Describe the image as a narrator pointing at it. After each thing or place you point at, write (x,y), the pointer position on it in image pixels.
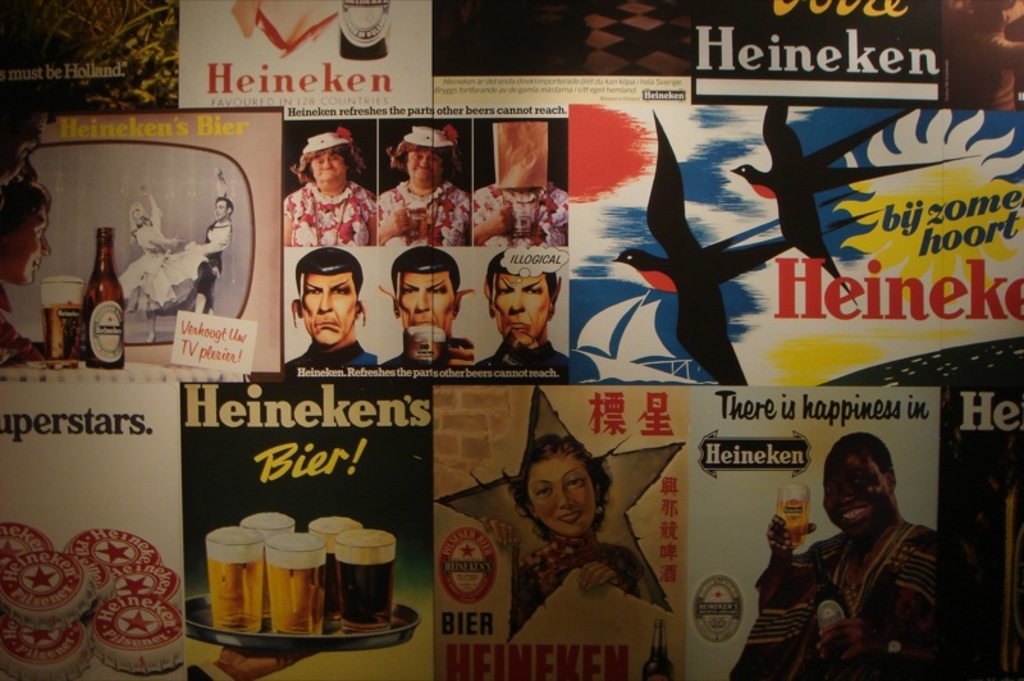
In the image there are many posters (722,136). On the posters (193,561) there are images (86,538) of ladies (10,215), men (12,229), glasses (59,313), bottles (98,325), bird (664,181) and some other things (496,138). And also there is something written on it.
